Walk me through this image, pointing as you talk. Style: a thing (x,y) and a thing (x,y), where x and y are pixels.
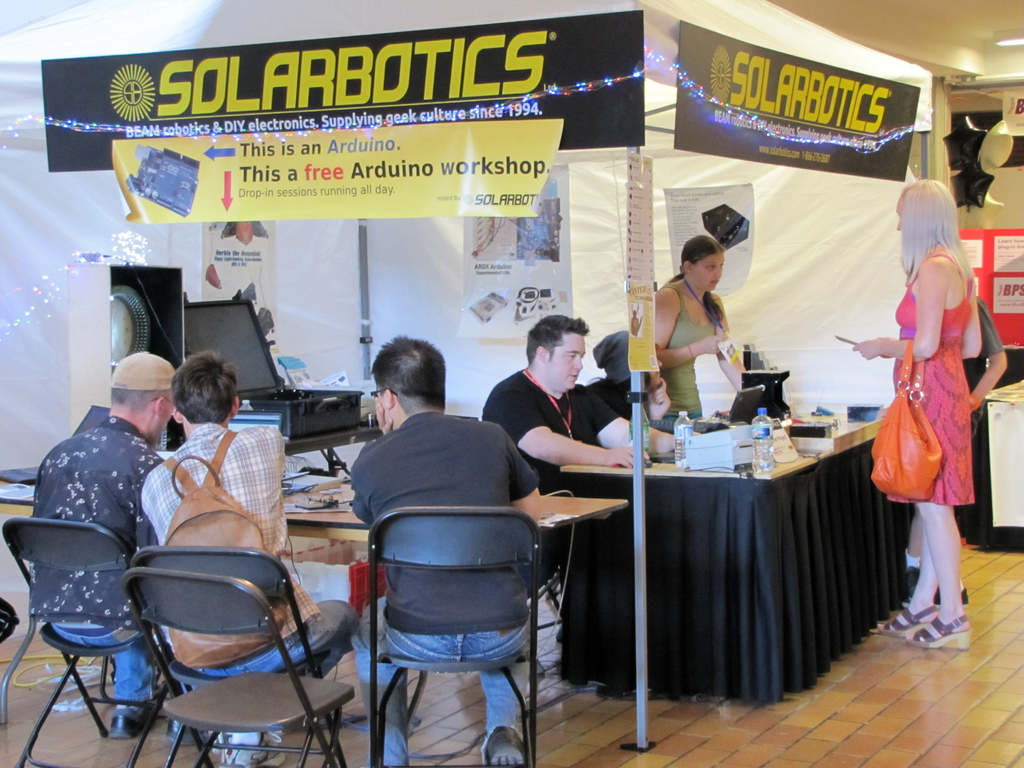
In this picture we can see a tent (671,55) in white and black color in which there are two people (619,345) sitting on the chairs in front of the table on which there are some things (736,399) and a lady (701,346) standing. In front of the tent (867,261) there is a lady (900,231) in pink dress (945,416) standing and other three people (490,588) sitting on the chairs (58,545), one wearing a backpack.
